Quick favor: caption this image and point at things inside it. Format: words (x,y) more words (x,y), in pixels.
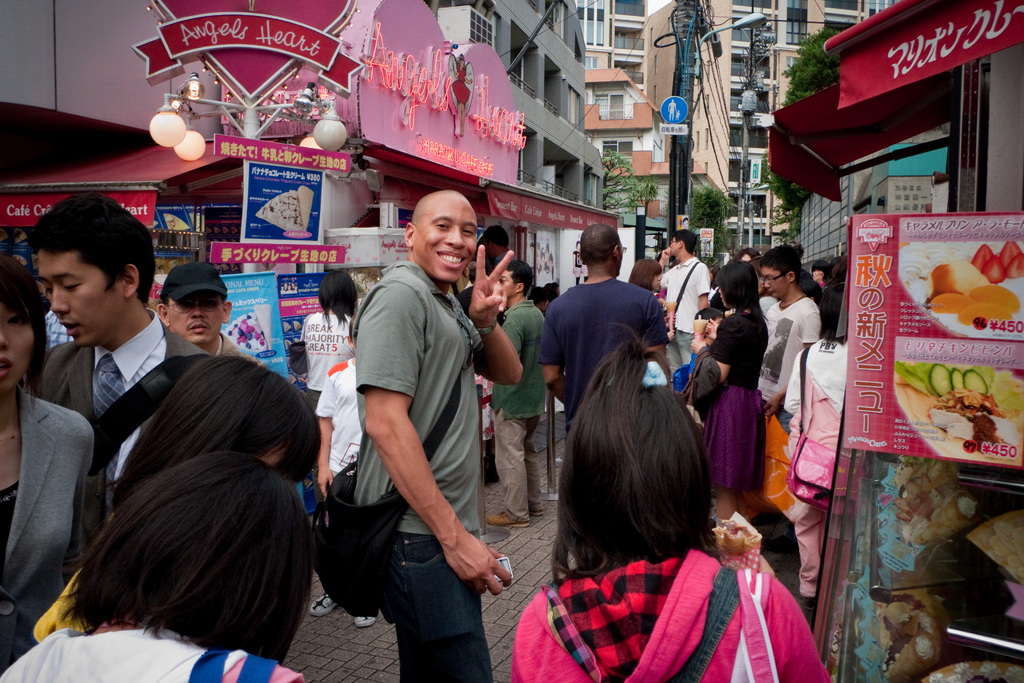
In this image I see number of people (543,380) in which this man (489,321) is smiling and I see that he is carrying a bag (327,498) and I see number of stalls (439,147) and I see boards (201,45) on which there are words (999,223) and pictures (1005,270) on it. In the background (493,11) I see the buildings (664,156) and I see the pole (687,36) and I see the wires (696,29) over here and I see the trees (709,200).
